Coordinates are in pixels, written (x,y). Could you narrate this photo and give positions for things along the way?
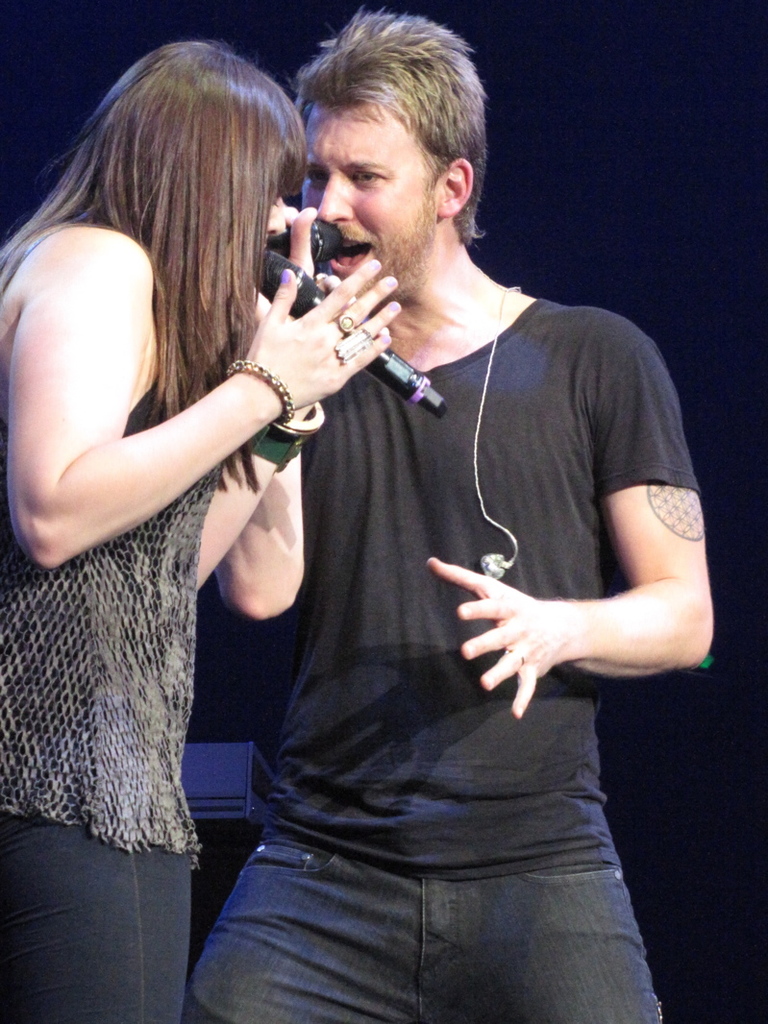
2 people (383,580) are standing and holding microphones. The person (438,379) at the right (559,337) is wearing a black t shirt (447,503) and jeans (449,902). The background (694,126) is black.
